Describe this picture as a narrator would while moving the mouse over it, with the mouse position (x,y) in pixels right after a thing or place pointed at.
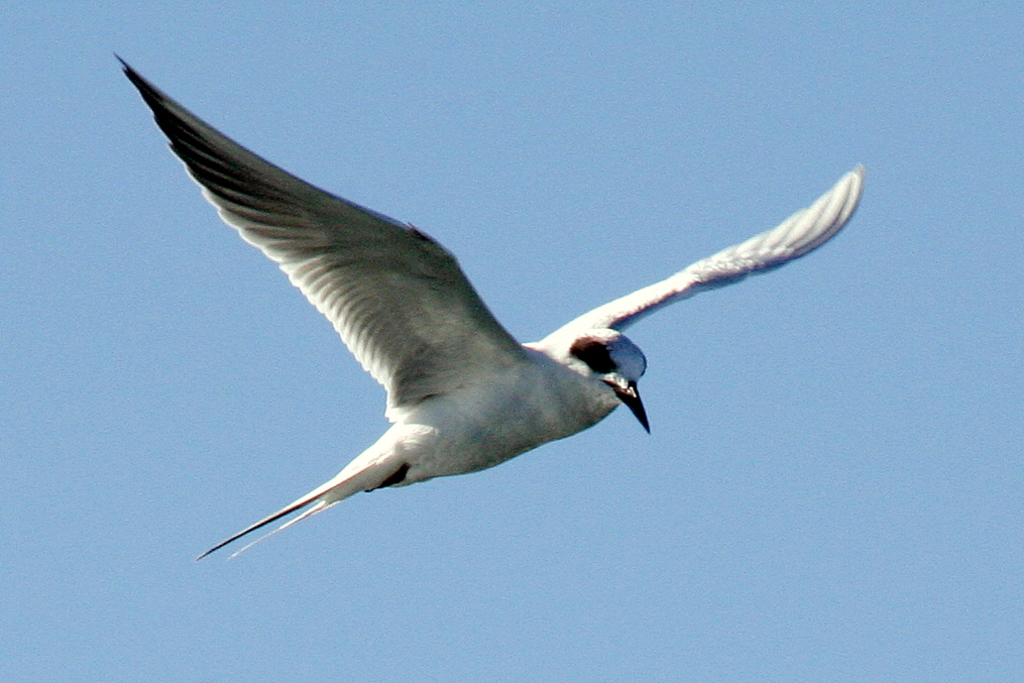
In this picture there is a bird (389,365) flying in the air (21,567). In the background of the image (880,194) we can see the sky (581,603) in blue color.
